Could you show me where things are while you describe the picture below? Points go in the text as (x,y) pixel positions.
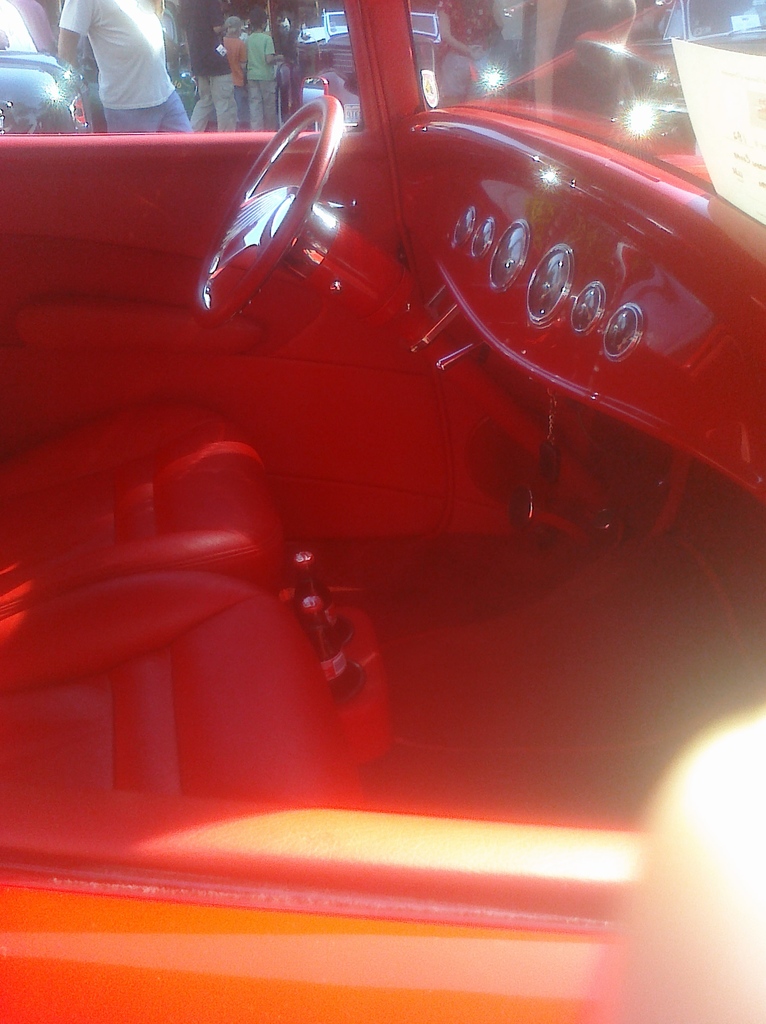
In this image, I can see the inside view of the car (436,486), which is red in color. These are the seats (198,626). I can see the steering wheel (332,150) and an auto gauge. I think these are the two bottles (328,618). There are few people (147,59) standing. I think this is a dashboard (554,131). These are the cars (309,49).
